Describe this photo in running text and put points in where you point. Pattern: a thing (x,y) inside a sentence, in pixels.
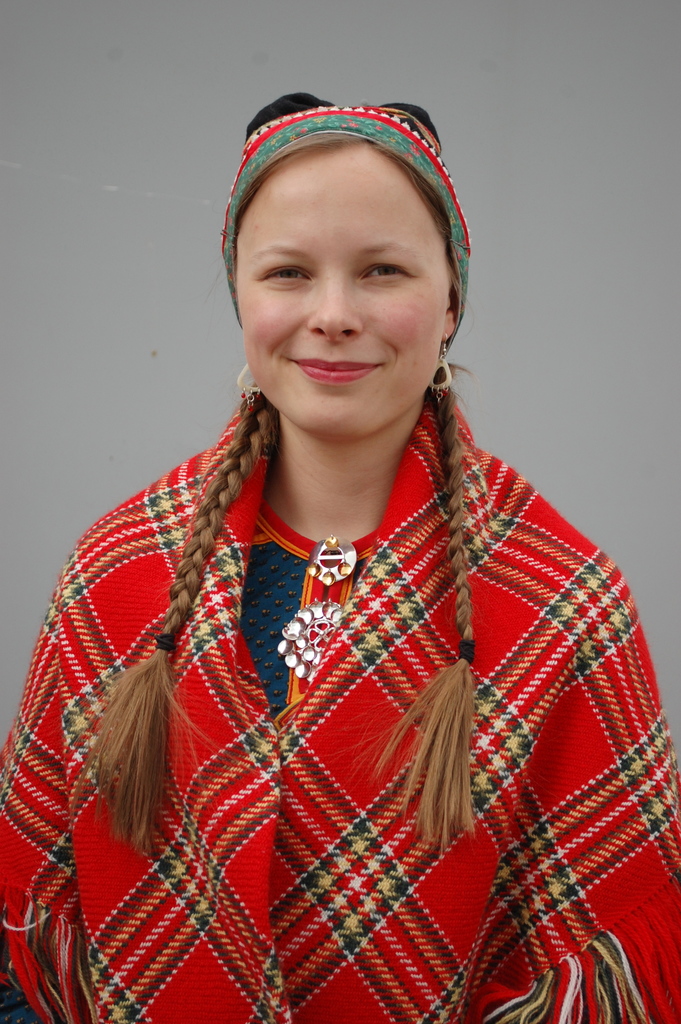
In this image we can see a person (259,555). The background of the image (191,184) is gray.
